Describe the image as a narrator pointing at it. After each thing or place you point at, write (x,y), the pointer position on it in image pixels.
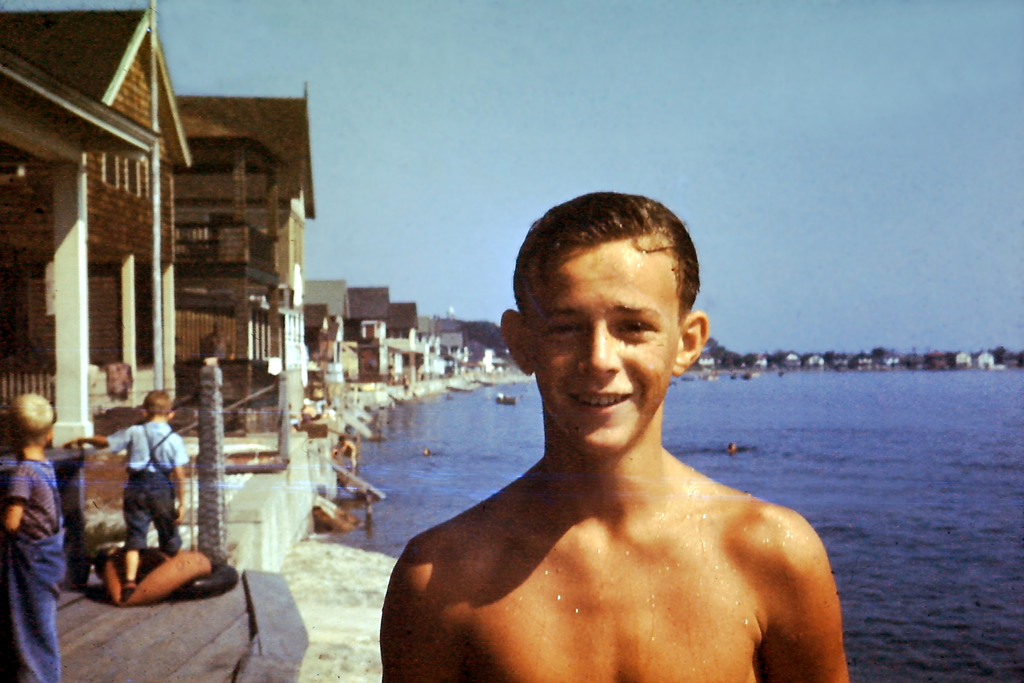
In this image we can see a person (606,514) standing. We can also see a large water body (793,441), a person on a wooden ladder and the sky (766,211) which looks clear. On the left side (228,309) we can see a group of houses (251,337) with roof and windows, a person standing near the swimming tubes (233,587) and a person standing on the wooden surface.
